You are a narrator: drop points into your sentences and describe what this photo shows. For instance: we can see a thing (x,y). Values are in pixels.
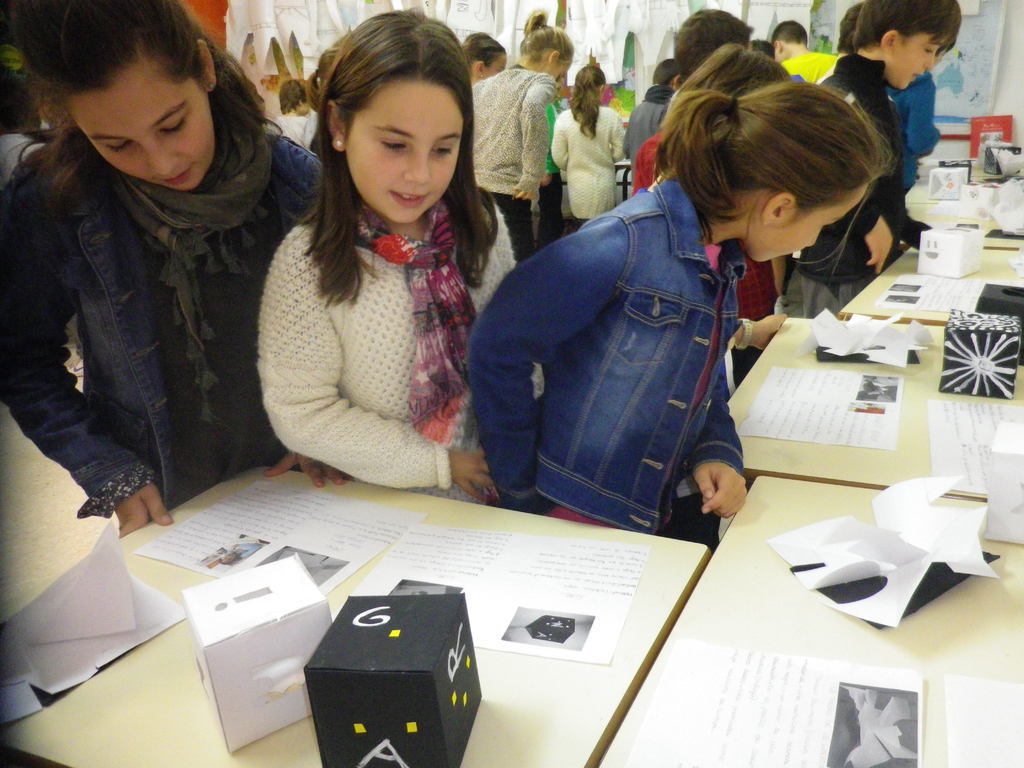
This picture might be taken from a school exhibition. In the foreground (372,645) and top right (956,234) there are tables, on the tables (683,606) there are papers (553,580) and boxes (379,663). In the center of the picture (555,419) there are kids (340,141). In the background (285,16) there are papers (624,19) attached to the wall (647,28).
